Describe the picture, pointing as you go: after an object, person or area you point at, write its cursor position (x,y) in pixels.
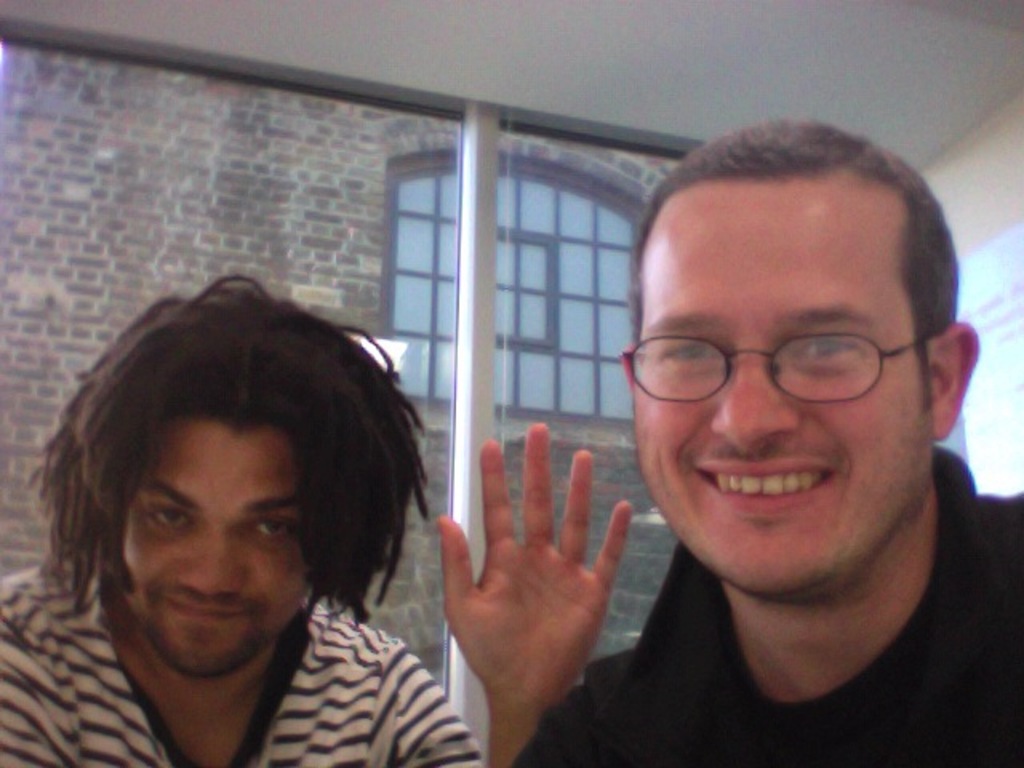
In this picture we can see two persons (364,593), among them one person (760,338) is wearing spectacles (811,353).
